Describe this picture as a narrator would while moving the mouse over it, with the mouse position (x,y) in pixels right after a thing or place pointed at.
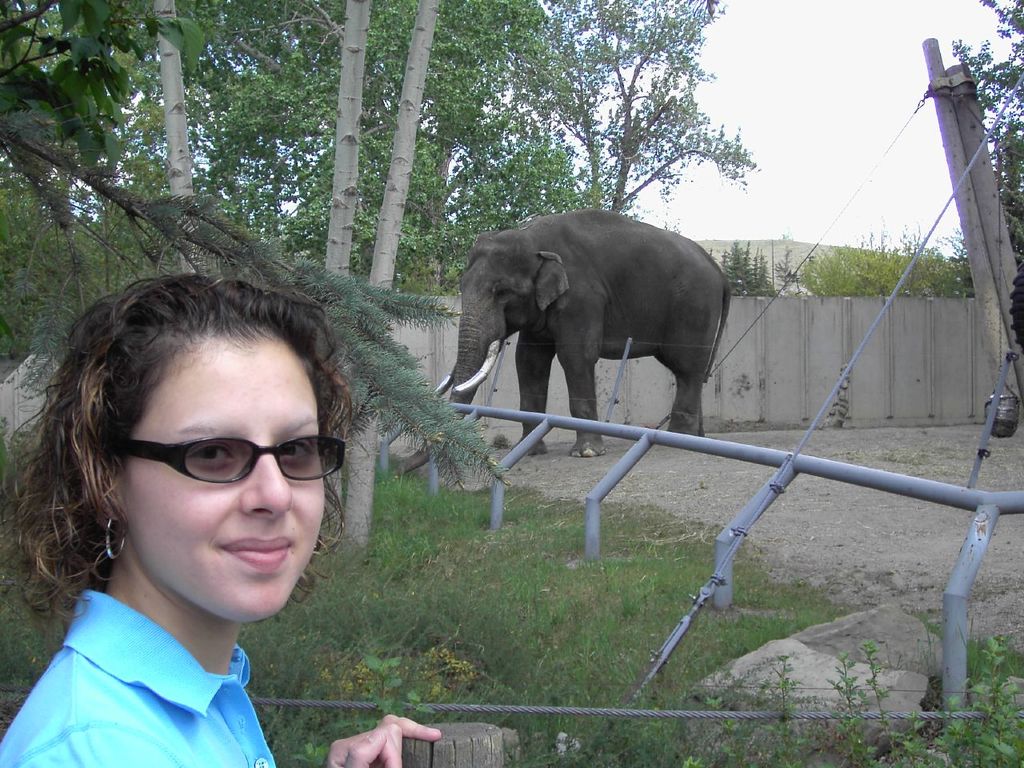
In this image there is a woman (194,594) with a smile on her face (185,477), behind the woman (222,580) there is grass (420,565), trees (372,479), an elephant (501,331). The elephant (567,336) is inside a metal fence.
